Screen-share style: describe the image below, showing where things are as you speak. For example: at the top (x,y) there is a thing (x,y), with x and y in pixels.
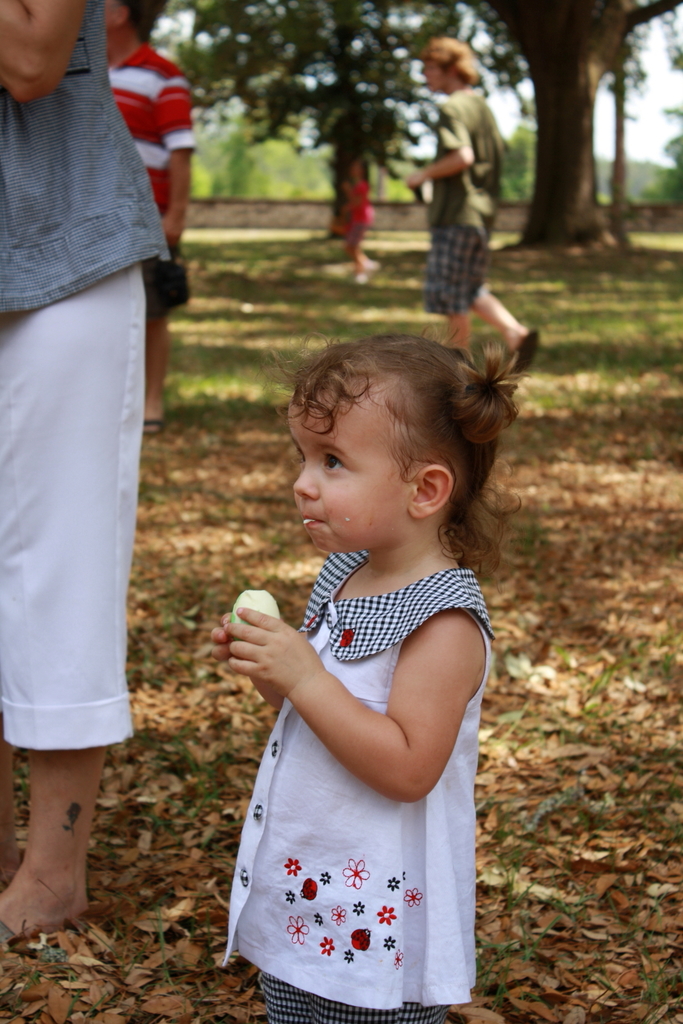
In this image in the foreground (365,720) there is one baby (345,614) standing and she is eating something. In the background (677,154) there are some persons (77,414) walking, and also i can see some trees (284,91). At the bottom (613,902) there are some leaves (623,902), and grass (351,296).
